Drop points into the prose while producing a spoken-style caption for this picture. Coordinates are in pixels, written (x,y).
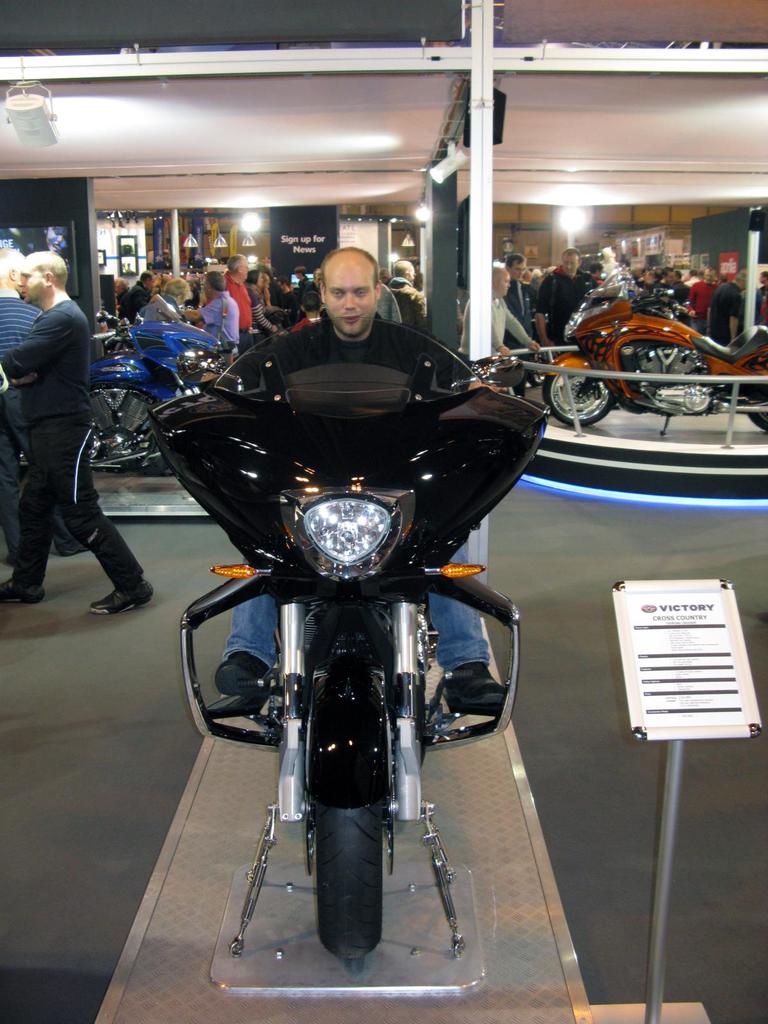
There is a man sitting on a motorcycle (516,466). In the background (539,302) there are a group of people (499,333) and it looks like this is a motorcycle exhibition. There is a person (76,336) on the left side (142,586) and he is walking.
